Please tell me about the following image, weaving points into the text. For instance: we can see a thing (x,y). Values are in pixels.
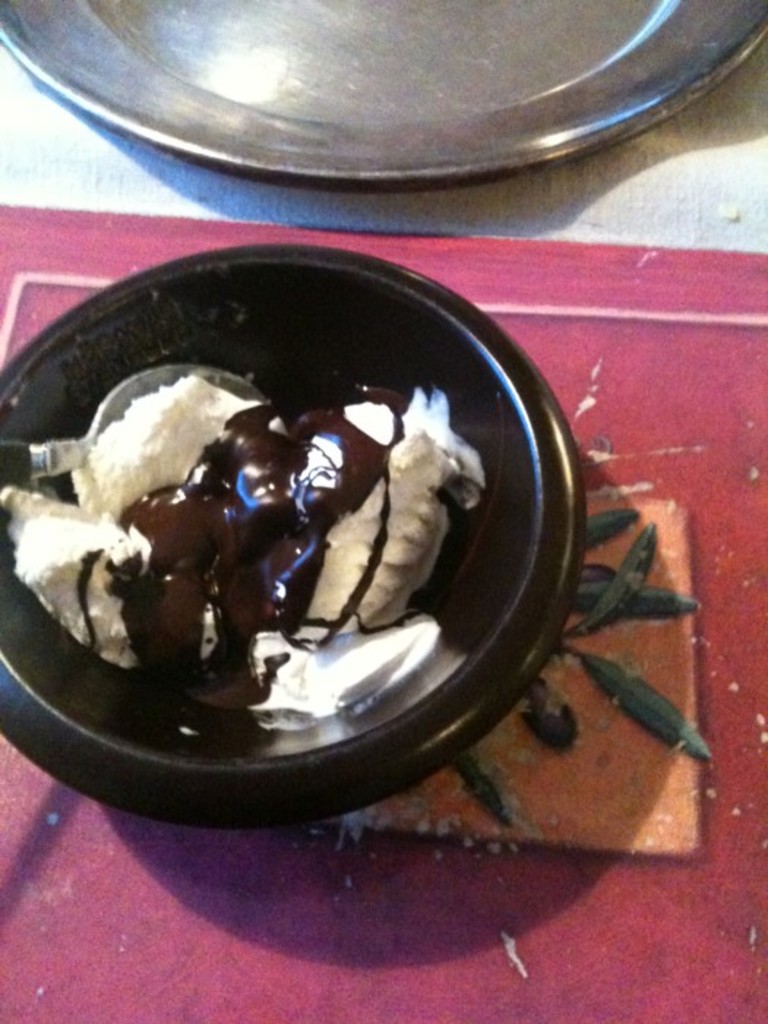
In this image there is a brown color bowl (535,566) on the red color mat (717,541). In the bowl (523,586) there is an ice cream (93,483). At the top (289,156) there is a steel plate (430,99).
